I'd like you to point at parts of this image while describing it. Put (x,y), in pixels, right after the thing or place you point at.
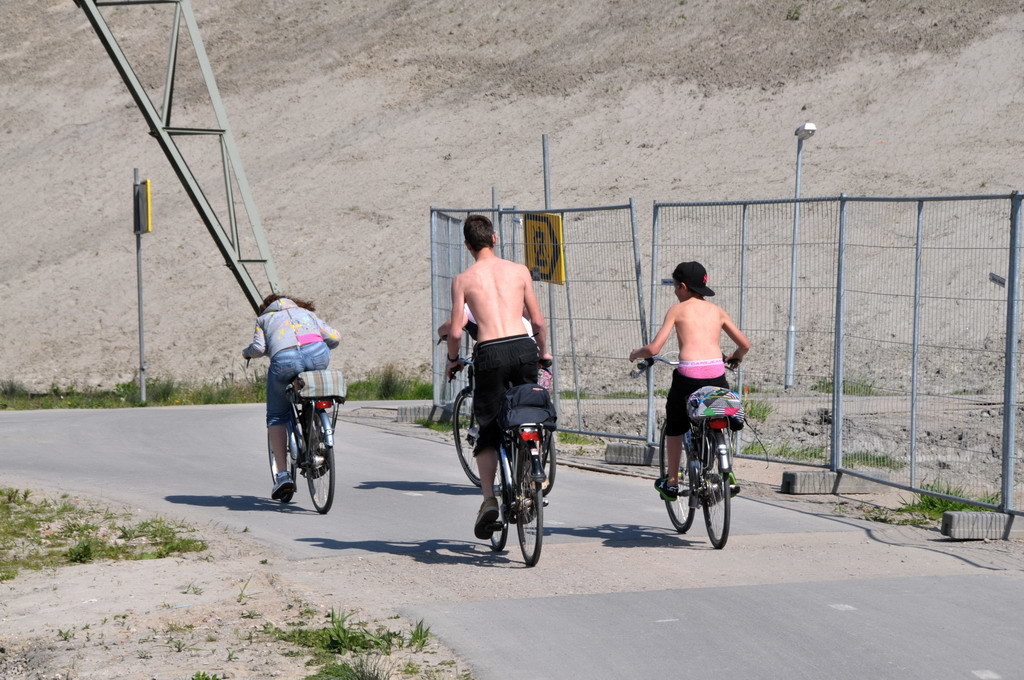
In this image we can see a group of people (306,356) riding bicycles (684,498). In the background (545,252), we can see a fence (549,292), sign boards (545,271) on poles (549,220), light pole (800,177), metal frame (229,251), a group of plants (187,394) and a hill (540,108).
